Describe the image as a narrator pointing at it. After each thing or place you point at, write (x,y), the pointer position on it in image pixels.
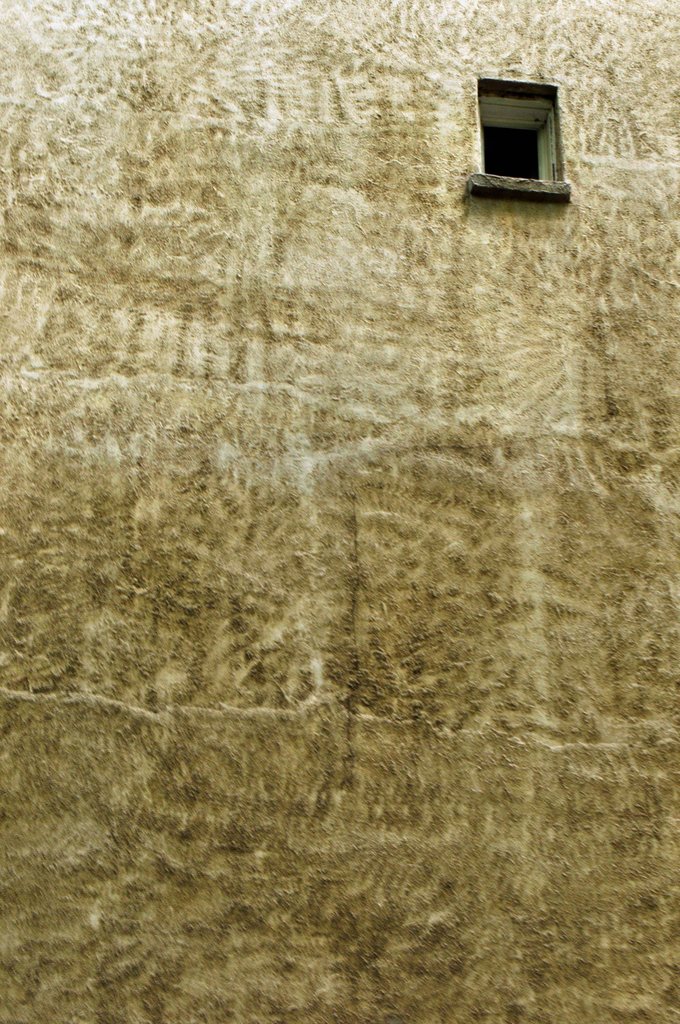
In the picture we can see the wall (503,977) with a window (503,87).
